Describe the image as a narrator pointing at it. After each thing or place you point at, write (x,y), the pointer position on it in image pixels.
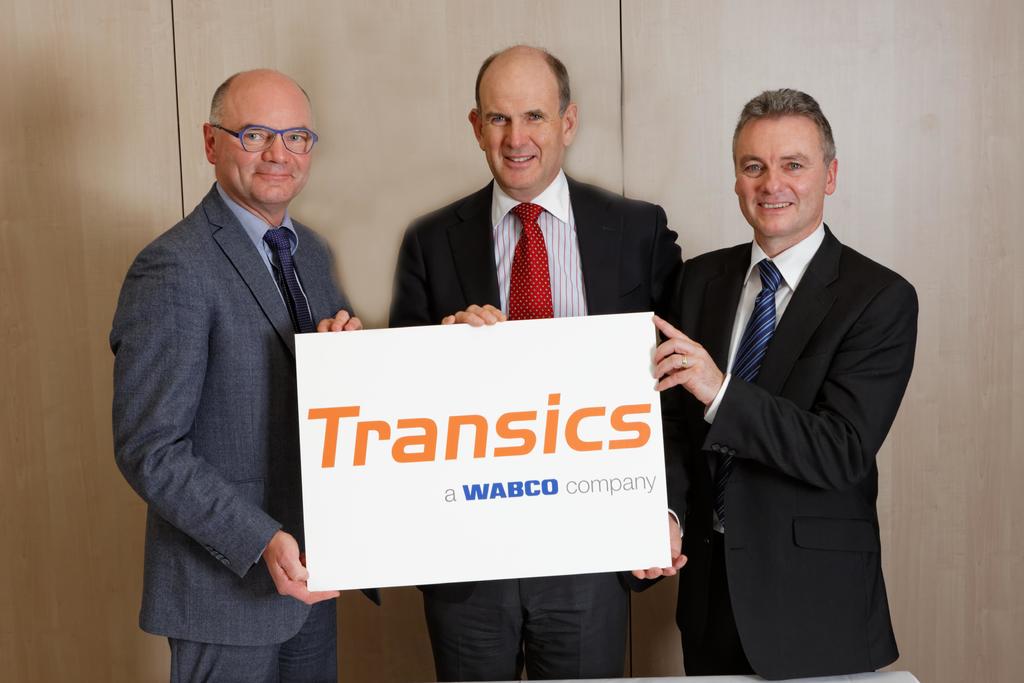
In this image there are three persons (189,385) are standing in middle of this image (601,353) and holding one white color object (401,443). The right side (708,335) two persons (615,277) are wearing black color blazers (718,320), and there is a wall (578,60) in the background (912,221).
